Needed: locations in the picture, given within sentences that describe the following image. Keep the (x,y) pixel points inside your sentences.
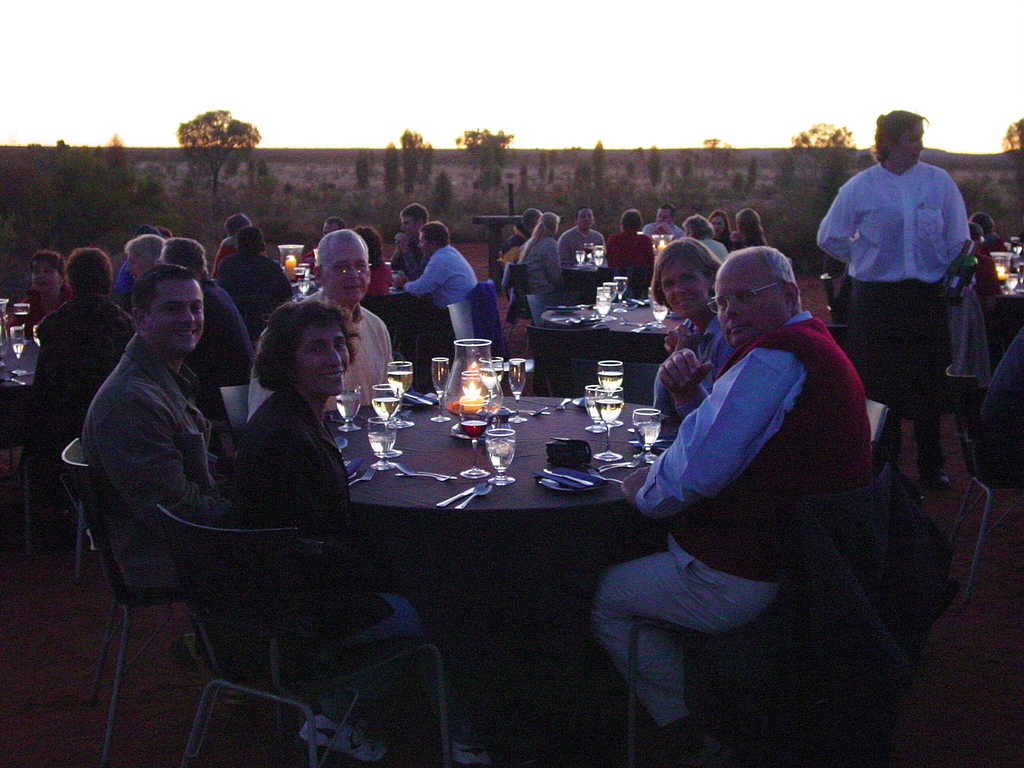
In this picture we can see a group of people (272,420) where some are sitting on chair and some are standing and in front of them there is table (362,407) and on table (546,432) we have glass (506,441), spoons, knife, lamp (458,393) with candle (485,399) in it and in background (185,200) we can see trees (118,174), sky (763,53).
